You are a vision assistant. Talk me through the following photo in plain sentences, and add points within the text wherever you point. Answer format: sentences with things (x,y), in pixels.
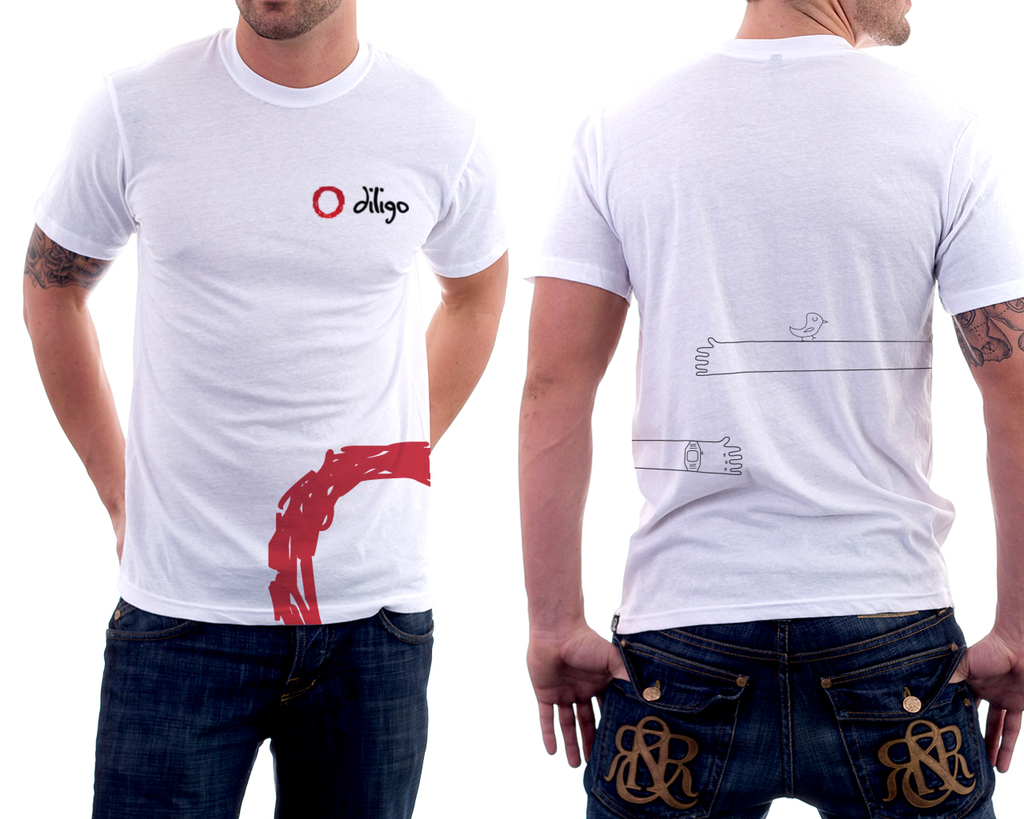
In this picture we can see two people (680,513) with tattoos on them and in the background (593,580) we can see it is white color.
